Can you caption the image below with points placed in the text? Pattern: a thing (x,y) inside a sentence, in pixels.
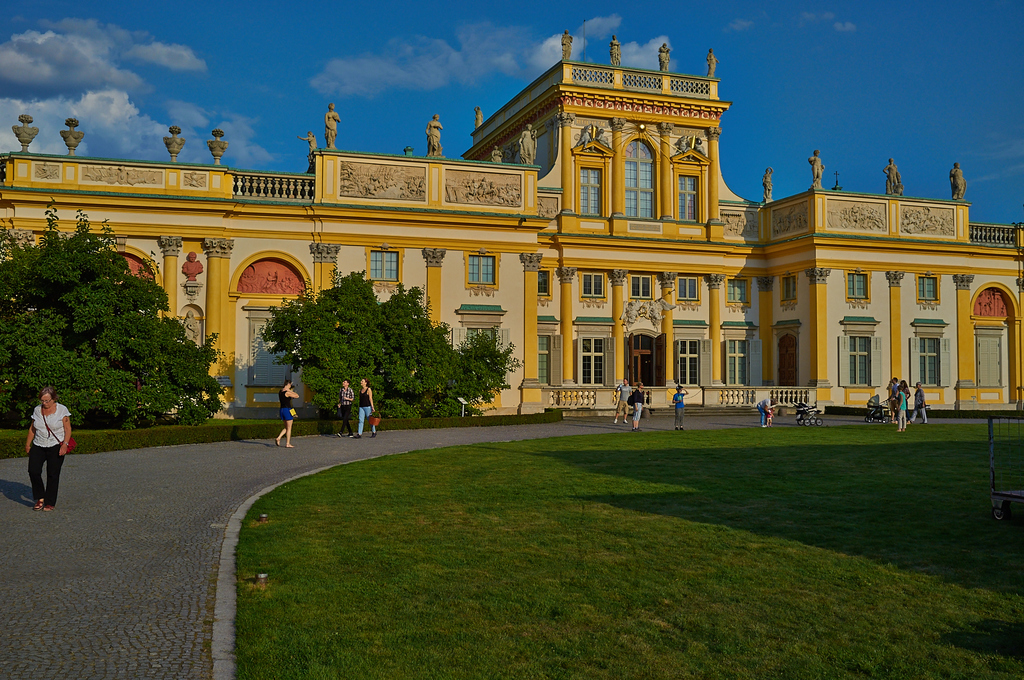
In this image I can see few buildings (677,310), windows (738,350), trees (56,363), grass (617,606), few people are walking. I can see few trolleys (807,422). I can see the sky (283,82).
